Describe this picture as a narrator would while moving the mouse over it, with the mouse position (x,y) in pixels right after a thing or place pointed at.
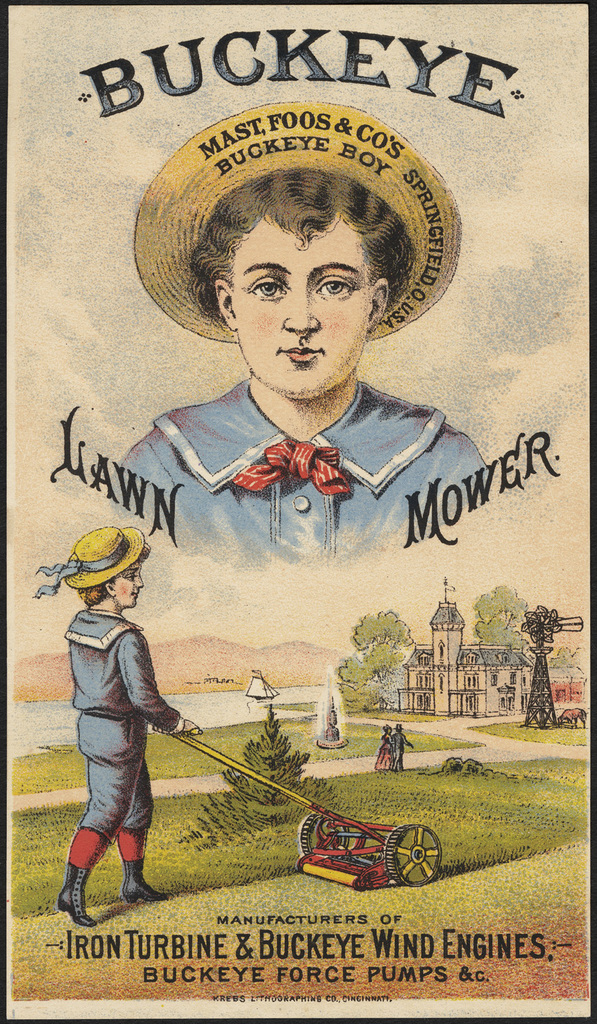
This is a paper (287,654). On the left side of the image (110,707) we can see a person (104,784) is walking and holding an object (344,823). In the background of the image (156,664) we can see the hills (326,664), trees (406,657), building (431,683), tower (443,620), grass (490,802), animal (560,718) and two persons (397,748) are walking. At the bottom of the image (351,925) we can see the text (351,925). At the top of the image (288,259) we can see a person (281,326) is wearing a hat (272,159) and text (432,234).
